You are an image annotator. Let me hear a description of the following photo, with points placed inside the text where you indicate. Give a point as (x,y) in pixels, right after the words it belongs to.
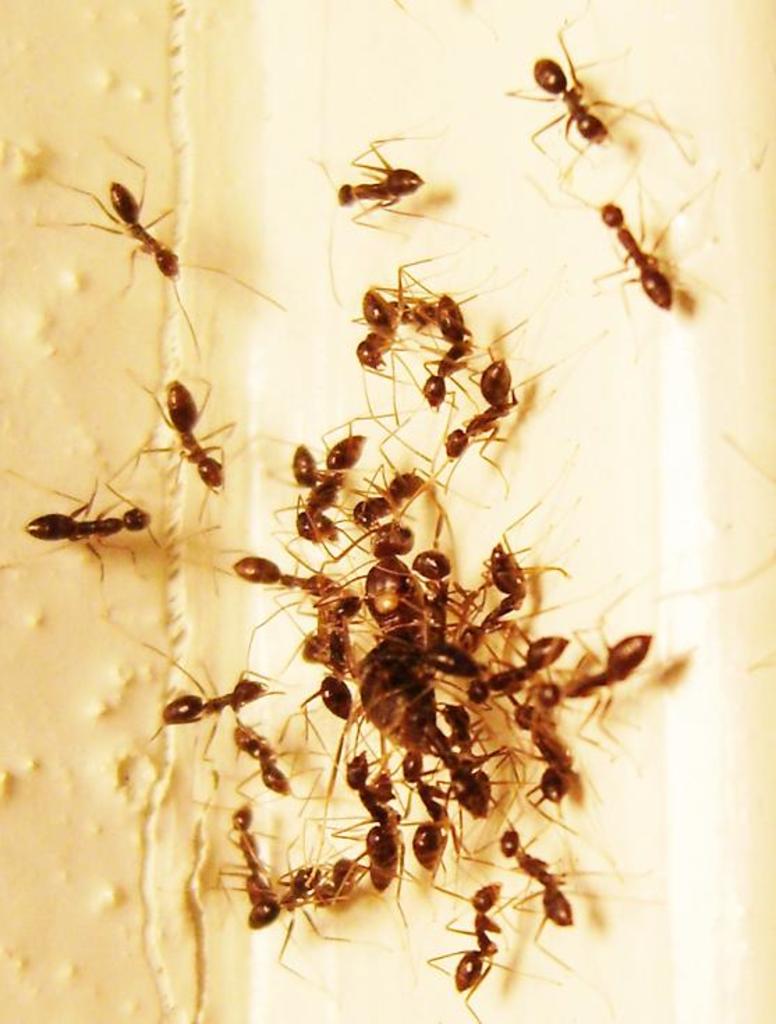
In this image we can see some ants (342,882) on the surface (269,420).
